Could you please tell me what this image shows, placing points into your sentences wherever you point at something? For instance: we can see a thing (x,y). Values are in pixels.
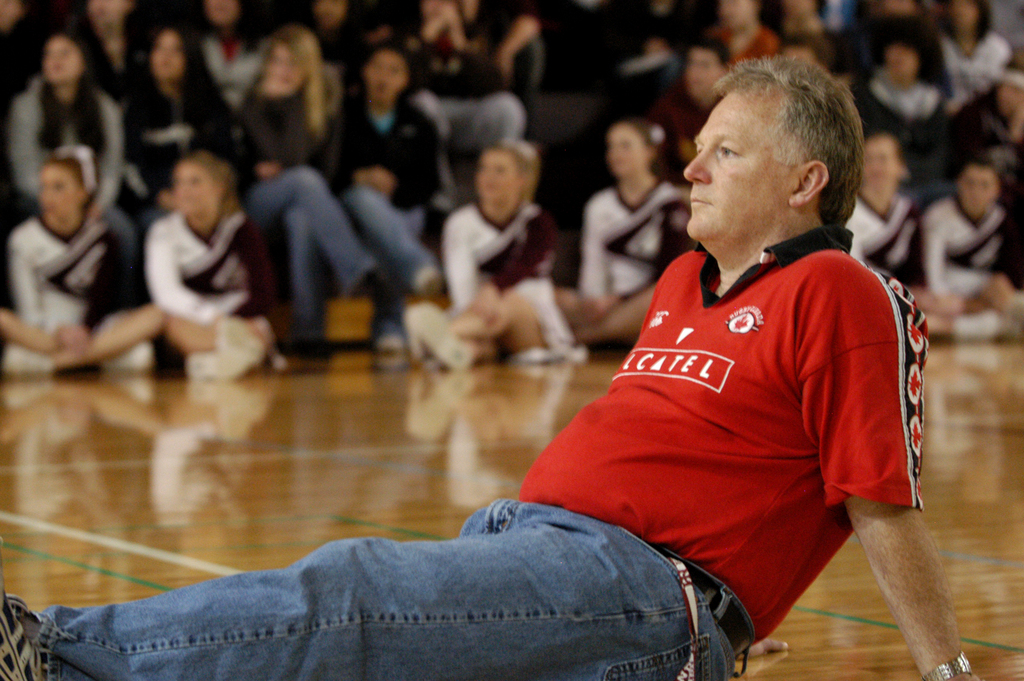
In this picture we can see people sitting on the floor (552,411). In the background (450,17) we can see people (450,17) sitting.
